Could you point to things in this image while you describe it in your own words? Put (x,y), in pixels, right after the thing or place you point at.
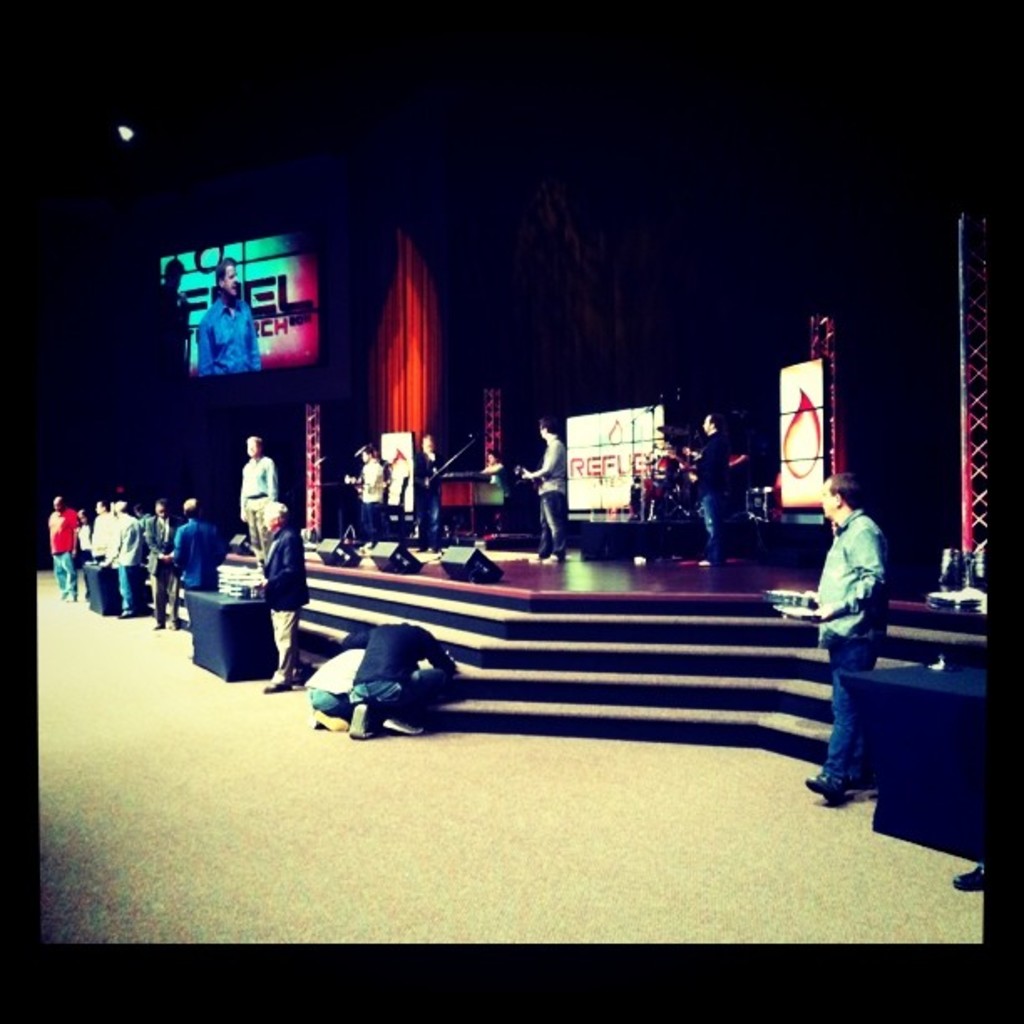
Here in this picture we can see number of people (164,604) standing on the floor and we can see digital screens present behind them and we can also see tables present and this looks like an edited image.
